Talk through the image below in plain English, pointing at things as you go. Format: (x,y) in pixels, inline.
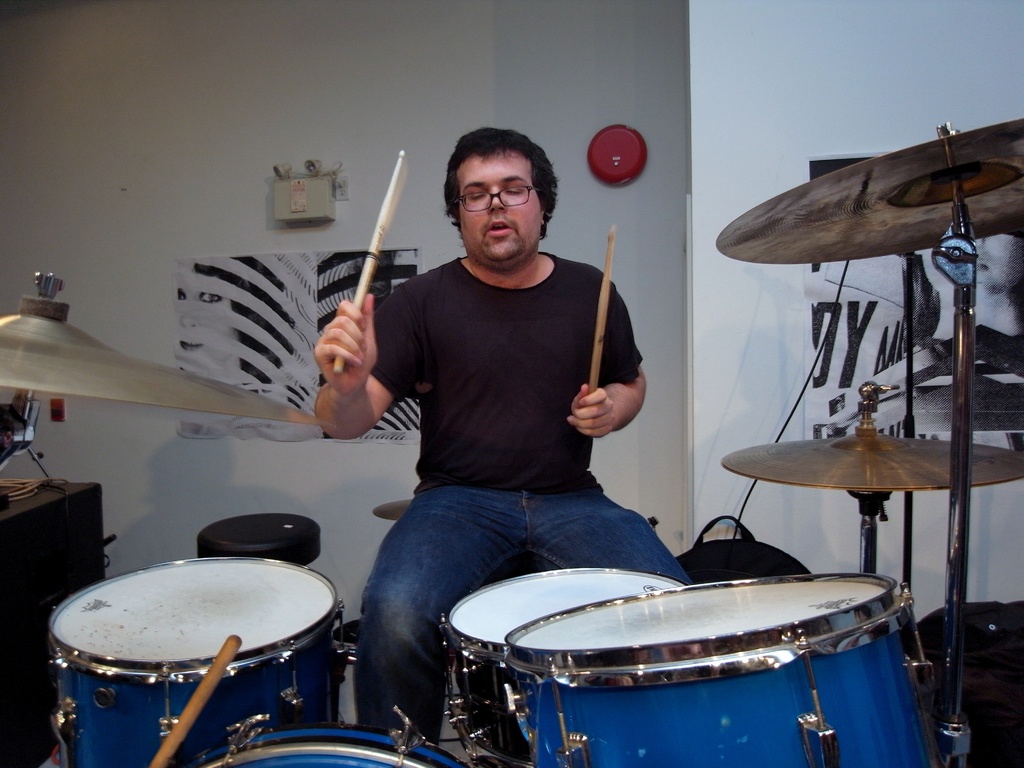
In the center of the image (444,380), we can see person (474,475) sitting on the chair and holding sticks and in the background (196,440), we can see musical instruments (198,385) and there are posters (268,328) on the wall (588,226) and we can see some other objects (286,170).
